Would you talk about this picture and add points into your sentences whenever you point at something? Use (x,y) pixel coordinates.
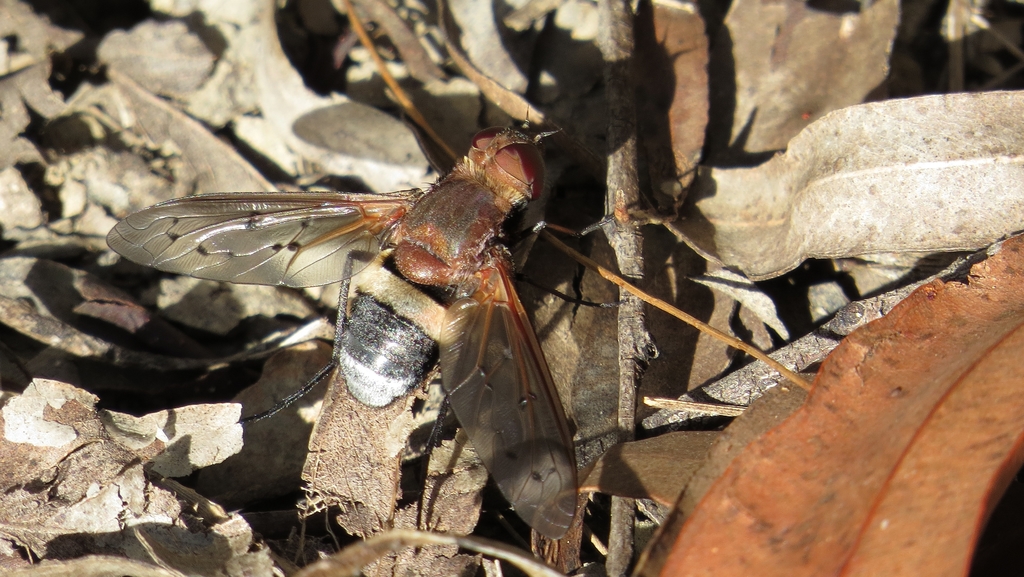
In this image I can see few leaves (715,320) and in the centre of this image (389,275) I can see an insect (423,348).
